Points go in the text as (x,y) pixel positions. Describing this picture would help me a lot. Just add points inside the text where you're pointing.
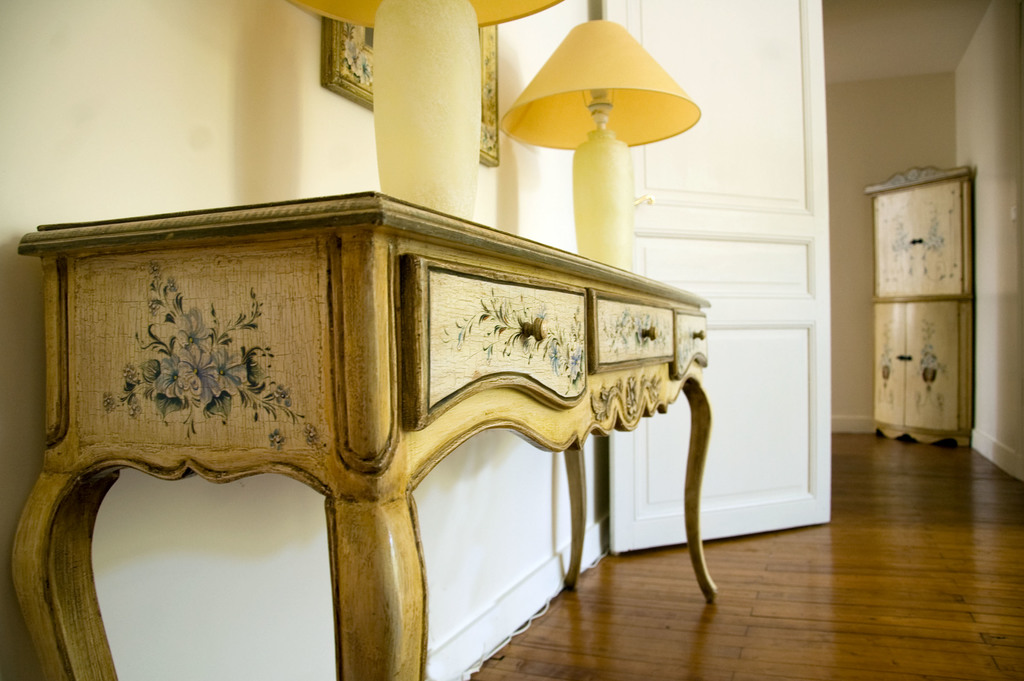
In this image in front (441,344) there is a table (421,307) and on top of it there are lamps (436,126). Behind the table (313,235) there is a wall (271,87) with the photo frame (330,40) on it. At the bottom of the image (873,577) there is a floor (869,573). At the center of the image (629,453) there is a door (766,142). On the backside of the image (920,375) there is a cupboard (907,390).
